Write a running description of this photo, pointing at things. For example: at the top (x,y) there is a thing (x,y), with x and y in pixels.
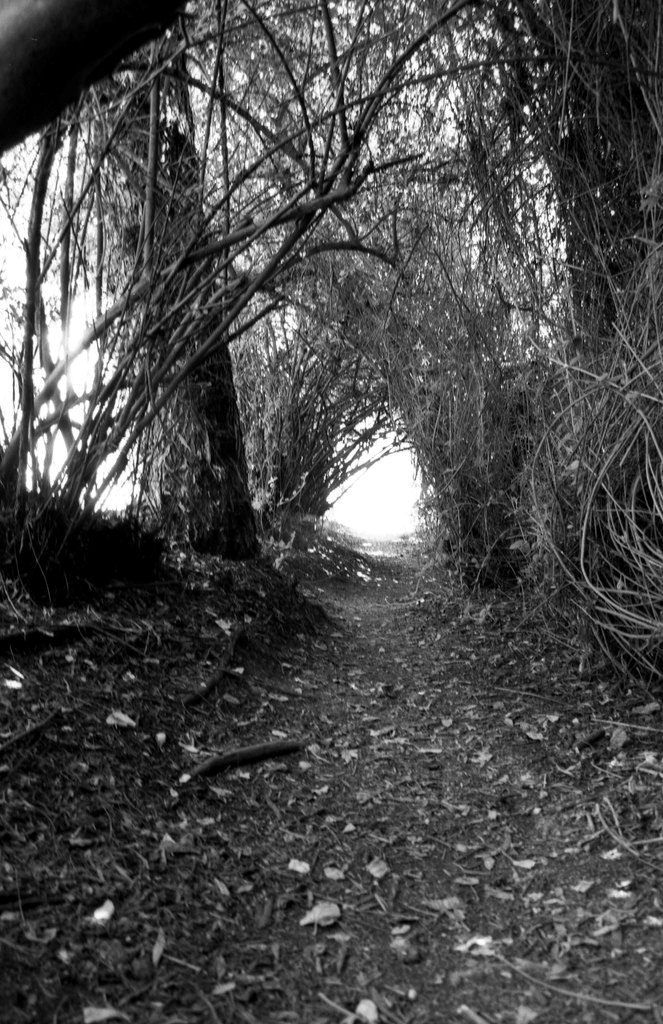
In the middle of the image (368,495) sky (380,483) is present. At the bottom of the image (390,892) ground (443,871) is there. On the left side of the image (89,276) a trees (326,128) are present.
